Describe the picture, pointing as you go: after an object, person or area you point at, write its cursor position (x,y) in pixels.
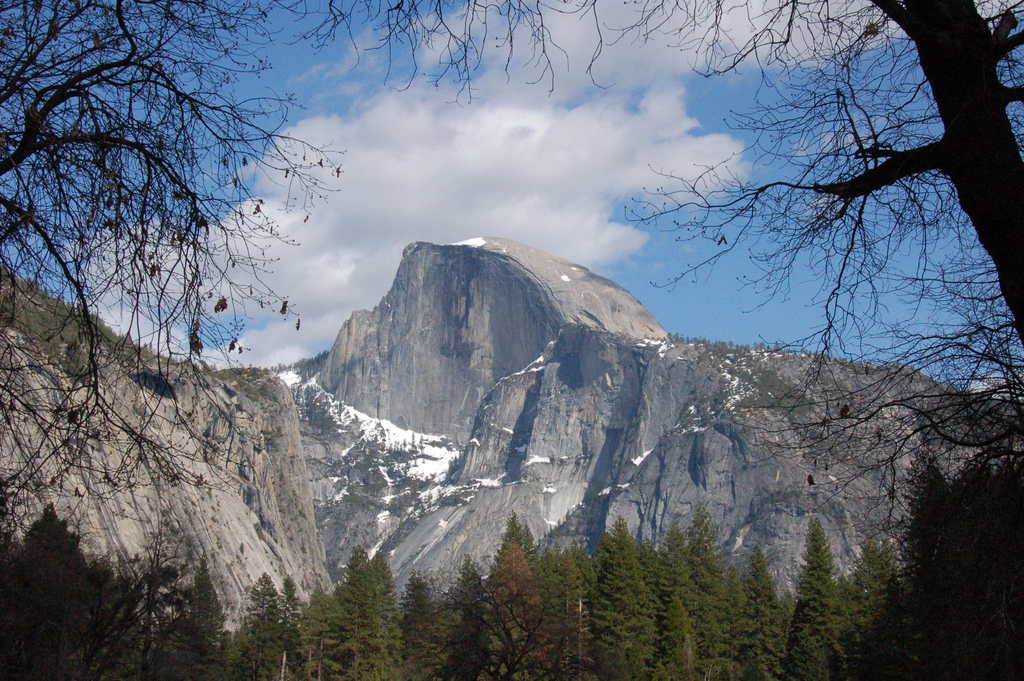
This image is taken outdoors. At the top of the image (420,112) there is a sky (522,215) with clouds (536,225). At the bottom of the image (268,598) there are many trees (142,619). In the background (789,395) there is a hill (584,445) with a few trees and plants (48,331).
